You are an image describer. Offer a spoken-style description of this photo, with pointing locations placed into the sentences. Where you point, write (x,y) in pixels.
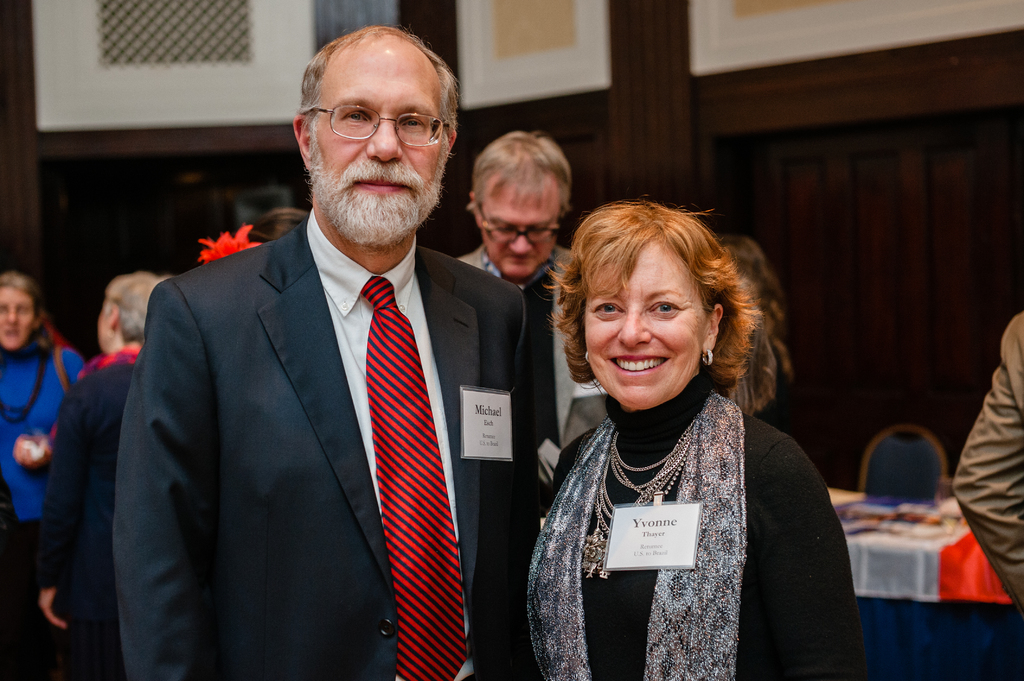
Here I can see a man (485,376) and a woman (675,449) are standing, smiling and giving pose for the picture. In the background (483,262), I can see some more people (67,375) are standing. On the right side (899,631) there is a table (889,592) which is covered with a white cloth (913,549). On the table (879,551), I can see few objects (881,520). Beside the table (913,636) there is a chair (918,465). In the background (737,98), I can see a wall (733,84).
